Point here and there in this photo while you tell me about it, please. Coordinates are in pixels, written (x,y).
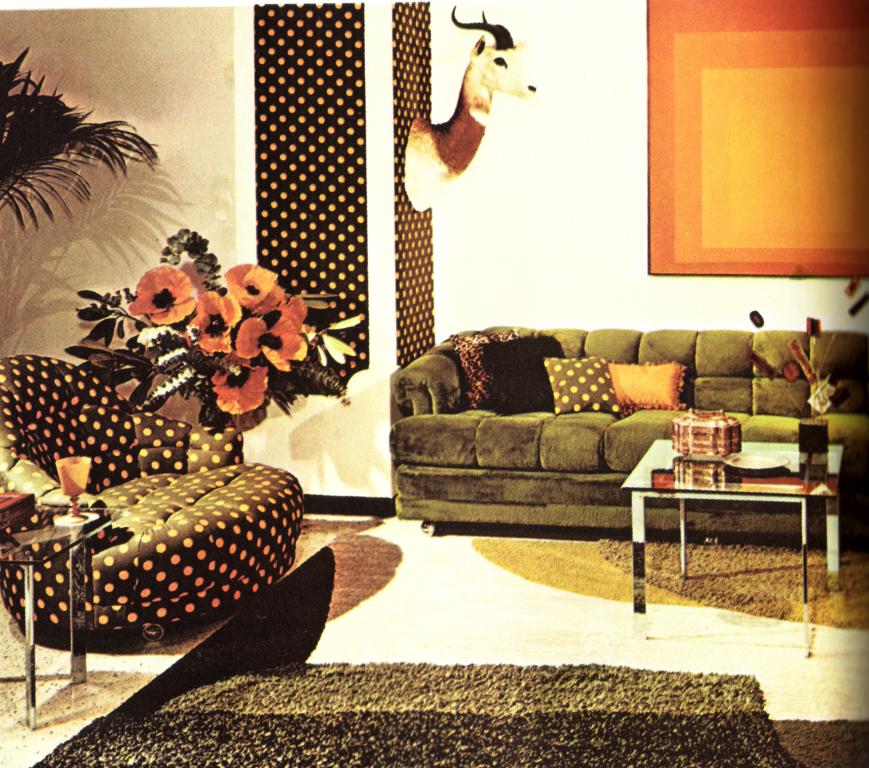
A picture inside of a room (69,583). In this picture we can able to see couches (538,433) with pillows (523,384), a floor (534,651) with carpet (480,678). Backside of this couch (29,425) there is a plant (10,146). A sculpture (424,163) on wall (335,148). Beside this couch (193,462) there is a flower vase (246,366). On this table (672,474) there is a glass (82,465), box (683,433) and plate (753,463).
